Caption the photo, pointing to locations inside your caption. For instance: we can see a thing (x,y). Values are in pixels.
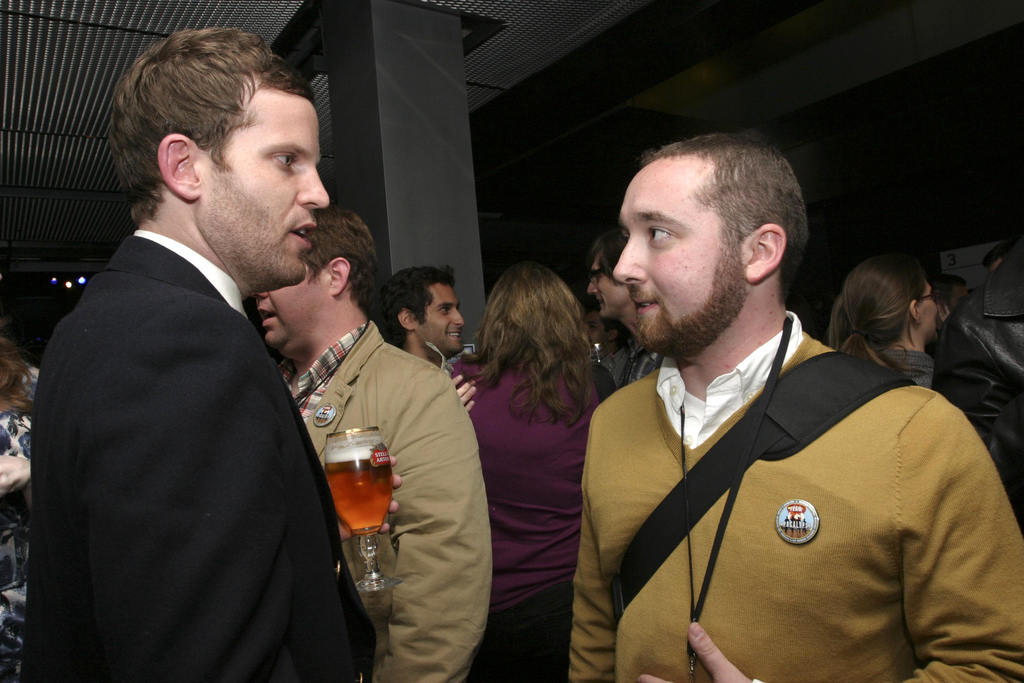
In this image we can see few persons (356,659) and there is a man (283,271) on the left side (289,554) holding a glass (346,501) with liquid (349,523) in it in his hand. In the background (410,149) we can see a pillar (394,159), objects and roof (90,239).
